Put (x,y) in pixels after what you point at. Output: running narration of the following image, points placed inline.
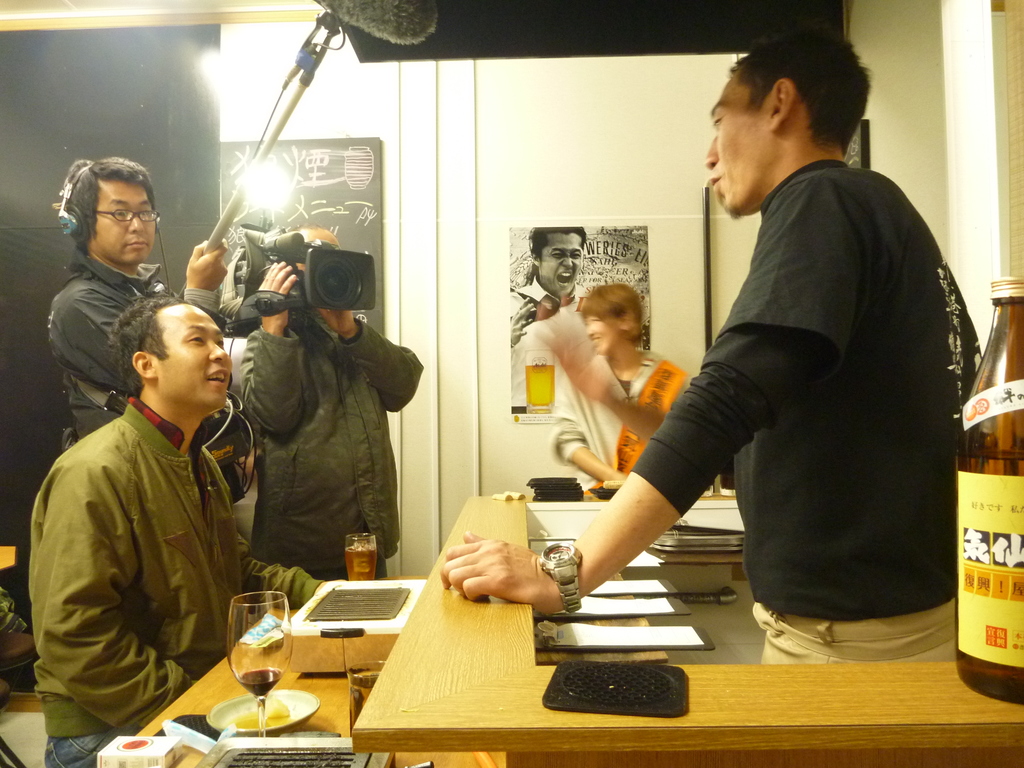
In this picture we can see four persons (641,420) are standing and a man (142,354) is sitting in front of a table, there is a plate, two glasses (266,700), a box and other things (184,724) present on the table (289,685), on the right side (984,642) there is a bottle (1023,581), a person (392,512) in the background (365,432) is holding a camera (344,296), in the background (438,517) there is a wall (559,140), we can see a poster (517,258) on the wall (534,155), a man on the left side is holding a sound recorder (426,23).
